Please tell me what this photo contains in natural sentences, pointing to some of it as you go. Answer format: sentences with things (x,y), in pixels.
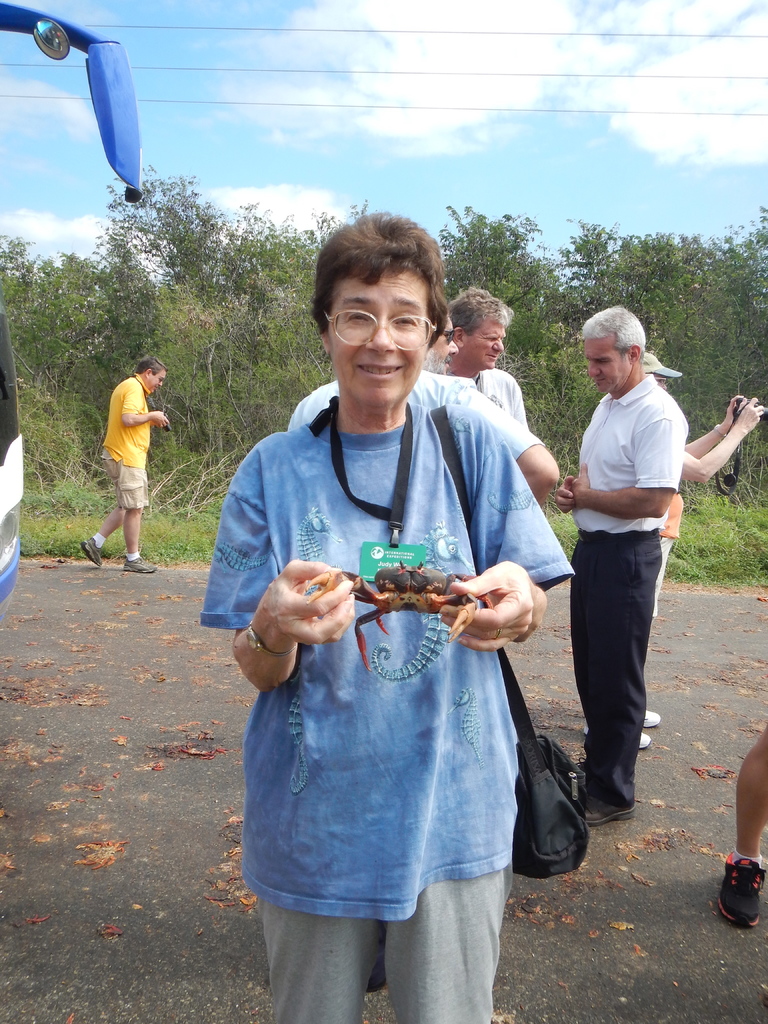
In this image there is a lady (365,538) standing and holding a crab (424,591) in her hand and she is wearing a bag (521,861) on her shoulder (432,423), behind her there are a few people (629,557) standing on the road (745,642) and few (108,464) are holding cameras (761,417) in their hand (748,420). On the left side of the image (20,480) there is a bus (20,480). In the background (162,301) there are trees (760,304) and the sky (406,103).
